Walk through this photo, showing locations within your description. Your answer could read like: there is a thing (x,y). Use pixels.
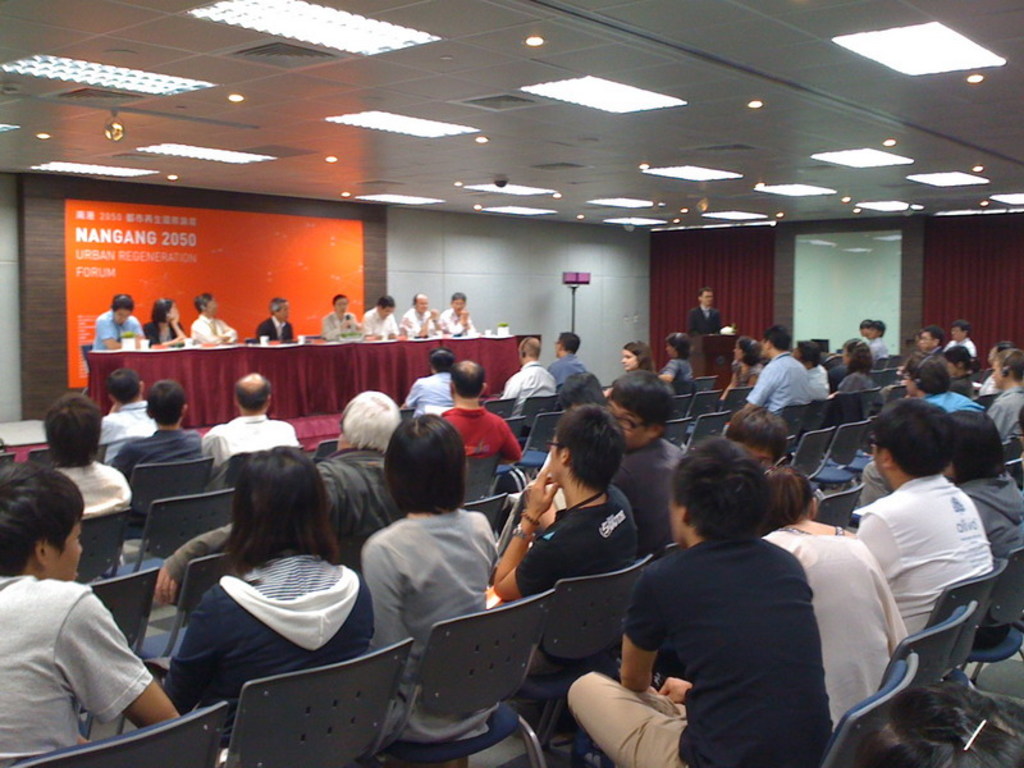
In this image, we can see people (573,348) sitting on the chairs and in the background (710,311), there is a person (701,320) standing and we can see an object (722,332) on the podium (716,344) and there are glasses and some other objects (211,343) and a cloth (180,358) are on the table (307,353) and we can see some text (139,253) on the board (168,244) and there is a stand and a screen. At the top (260,160), there are lights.
